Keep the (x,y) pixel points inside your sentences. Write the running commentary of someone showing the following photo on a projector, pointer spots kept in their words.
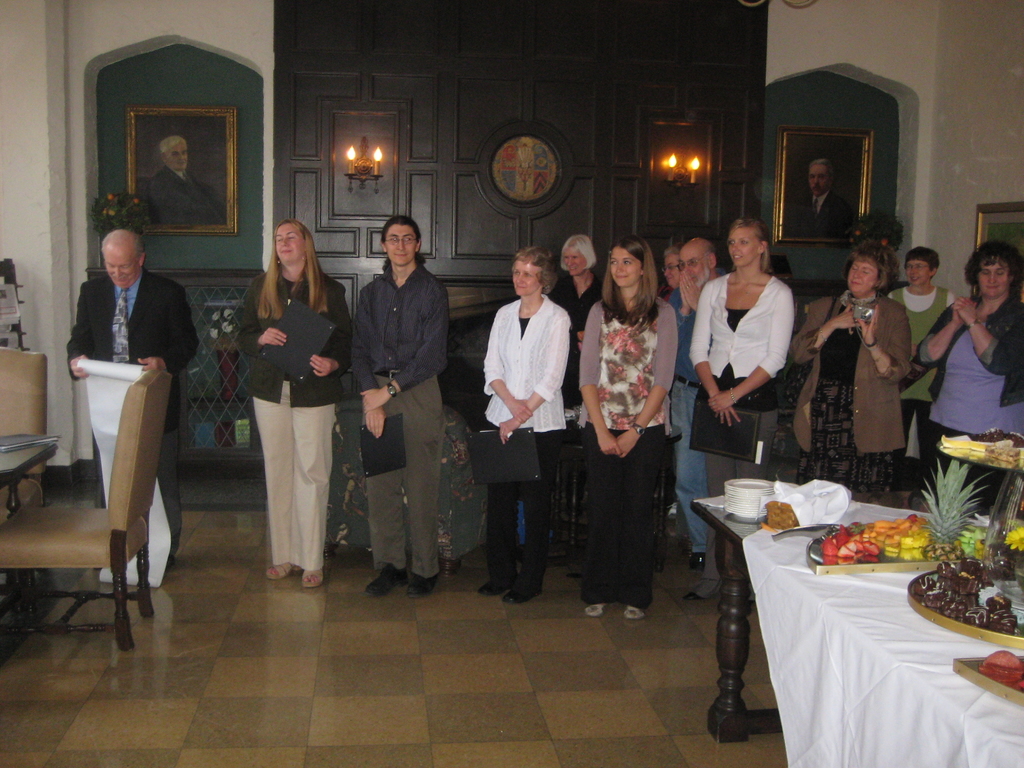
In the picture there are few men (361,318) and women (749,354) stood in the back side (425,409) on the floor (526,740), on right side (889,615) there is a table (925,571) with fruits (911,547) on it, this seems to be in a home (57,350) and on background (551,170) there is a door (576,200), on either sides there are lights (674,170) with photo frames (206,168).
